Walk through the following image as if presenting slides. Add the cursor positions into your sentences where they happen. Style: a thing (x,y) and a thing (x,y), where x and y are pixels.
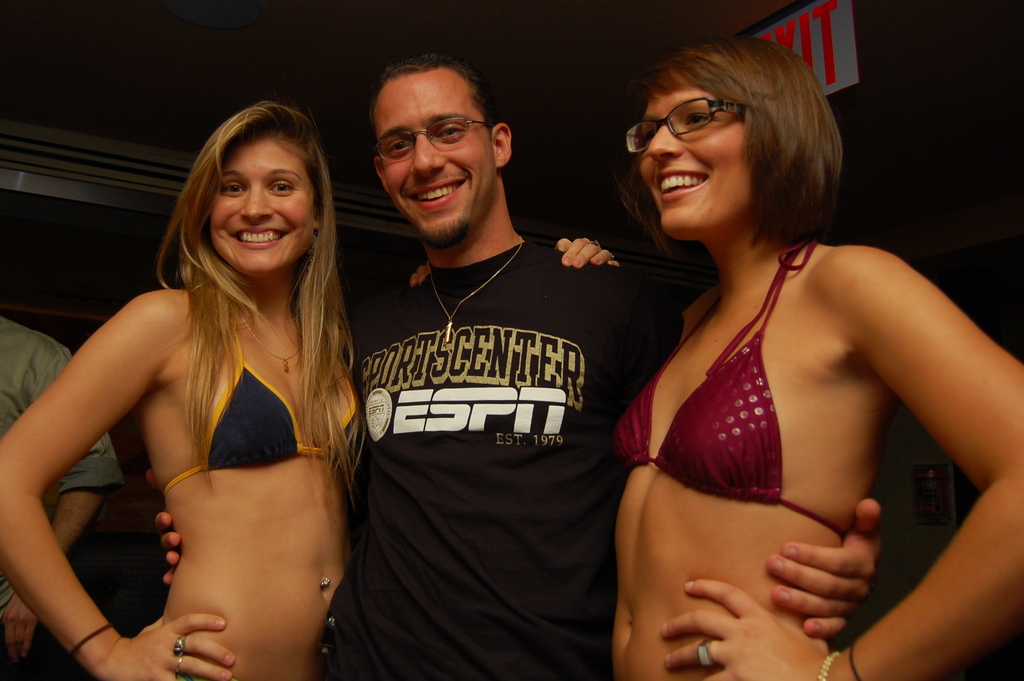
In front of the picture, we see a man (488,425) and two women (215,413) are standing. They are smiling and they are posing for the photo. The man (490,520) and the woman (831,264) on the right side (741,263) are wearing the spectacles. On the left side (36,330), we see a man (52,349) is standing. In the background (341,203), we see a wall (950,261). At the top (850,32), we see the exit board (839,42) in white color.
